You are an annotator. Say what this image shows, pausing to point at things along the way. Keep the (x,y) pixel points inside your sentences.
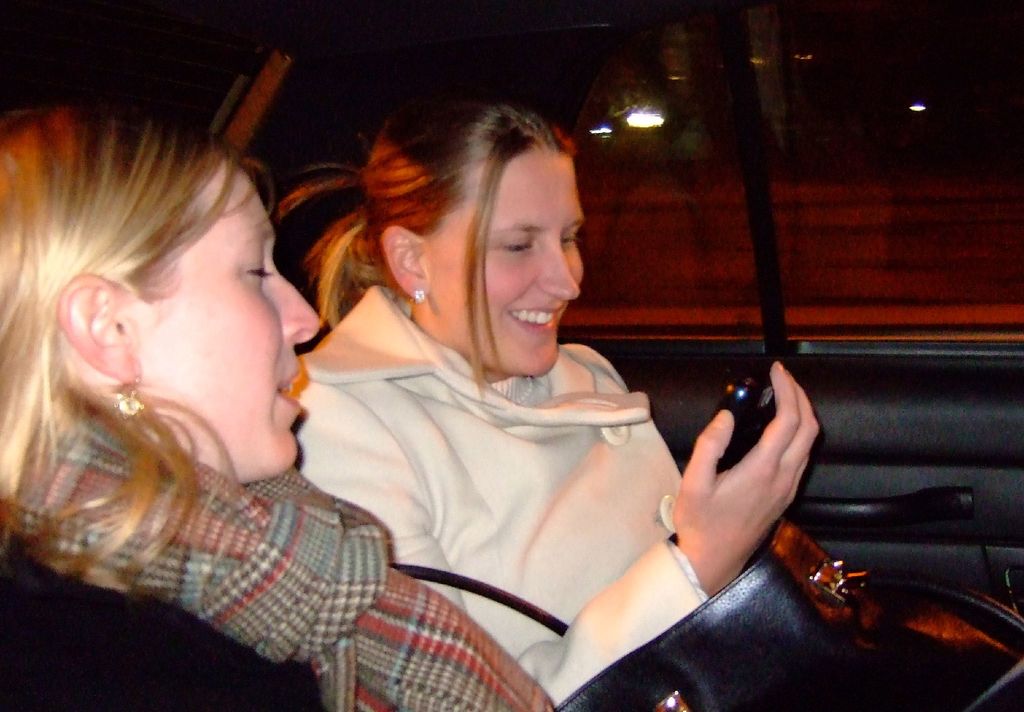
In this picture we can see two women (272,483) inside of a vehicle (679,421) and one woman (436,436) is holding a mobile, here we can see a bag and in the background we can see lights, some objects (998,400).
